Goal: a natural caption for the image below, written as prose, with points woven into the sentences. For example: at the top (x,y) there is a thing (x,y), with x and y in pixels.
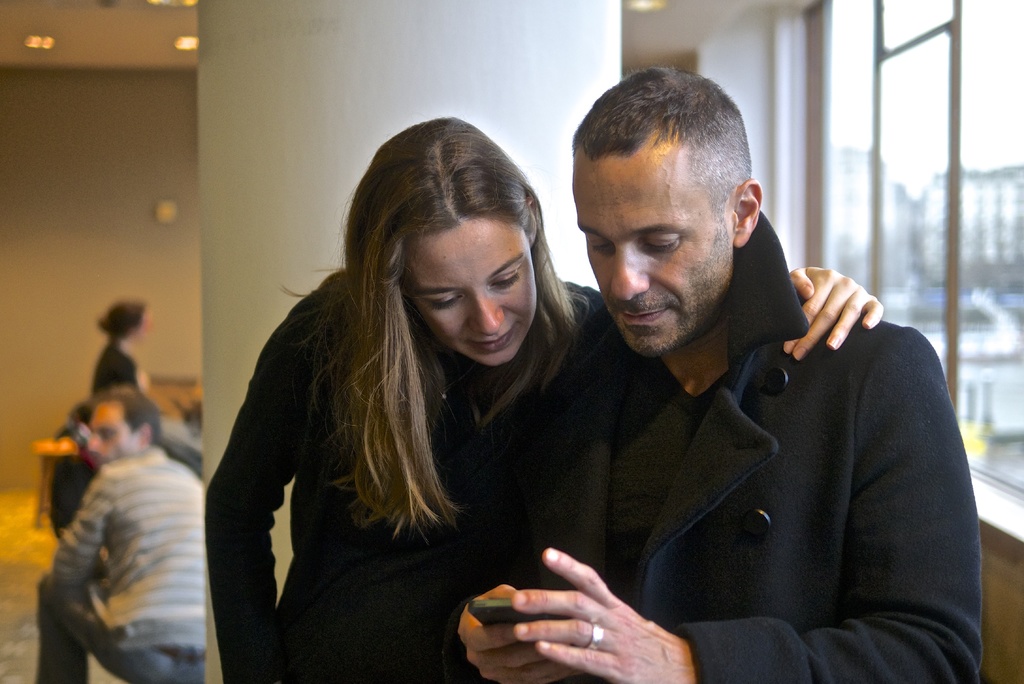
Here I can see a man (685,350) and a woman (364,444) are wearing black color dresses (651,475) and looking into the mobile (489,611). At the back of these people (477,593) I can see a pillar (374,98). On the right side (957,217) there is a window (938,271) through which we can see the outside view (973,366). On the left side (114,575), I can see a man (141,572) is sitting on the floor (14,657) and also there is another person (124,348). In the background (76,196), I can see the wall (43,172). At the top (31,46) there are some lights (194,44).
